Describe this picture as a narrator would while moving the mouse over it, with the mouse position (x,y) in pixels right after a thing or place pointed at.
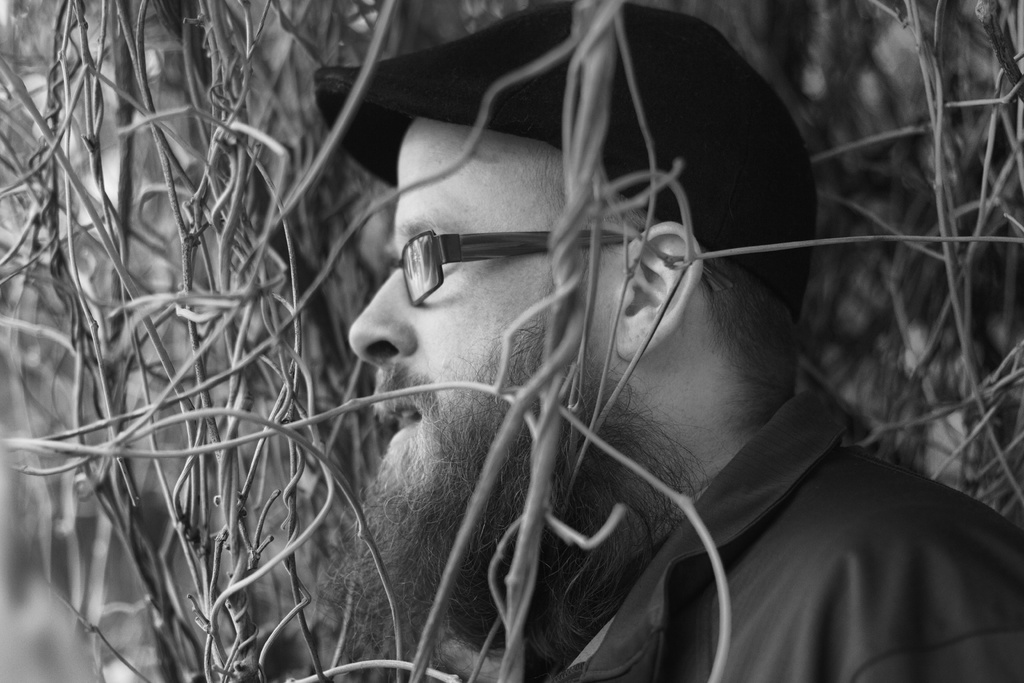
This is black and white picture, there is a man (786,467) wore spectacle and we can see twigs (335,173).
